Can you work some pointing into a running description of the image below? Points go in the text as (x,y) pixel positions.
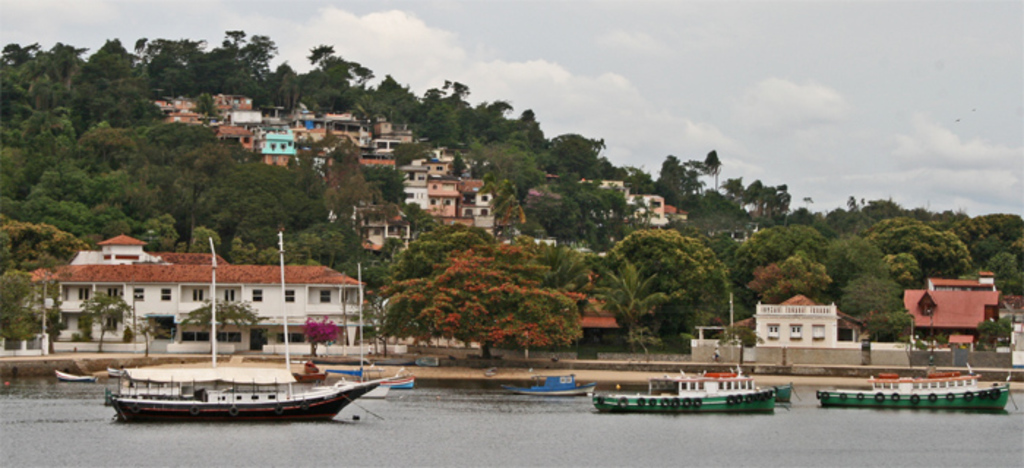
In this picture there is a small boats (660,404) in the river water (930,446). Behind there is a white and red color roof tile houses (286,288). In the background (396,162) we can see a hilly area (396,162) with many houses (242,114) and trees (653,267).
